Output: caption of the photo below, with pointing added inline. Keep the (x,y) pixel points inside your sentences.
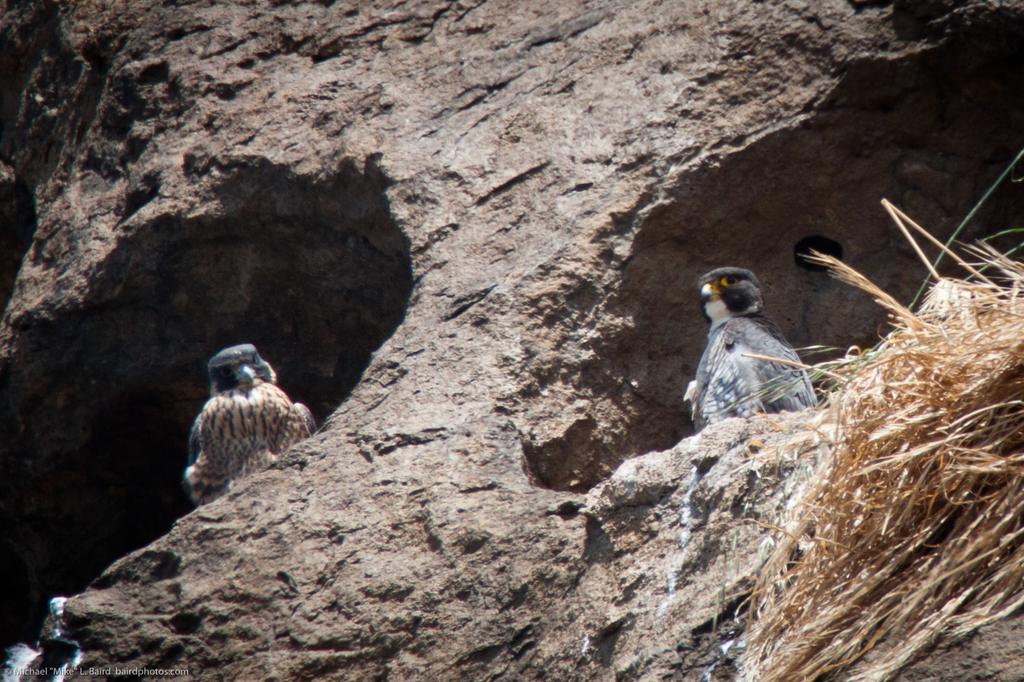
In this image we can see there are two birds (254,403) on the rock (544,387) and on the right side of the image (901,462) there is a dry grass (888,489).
